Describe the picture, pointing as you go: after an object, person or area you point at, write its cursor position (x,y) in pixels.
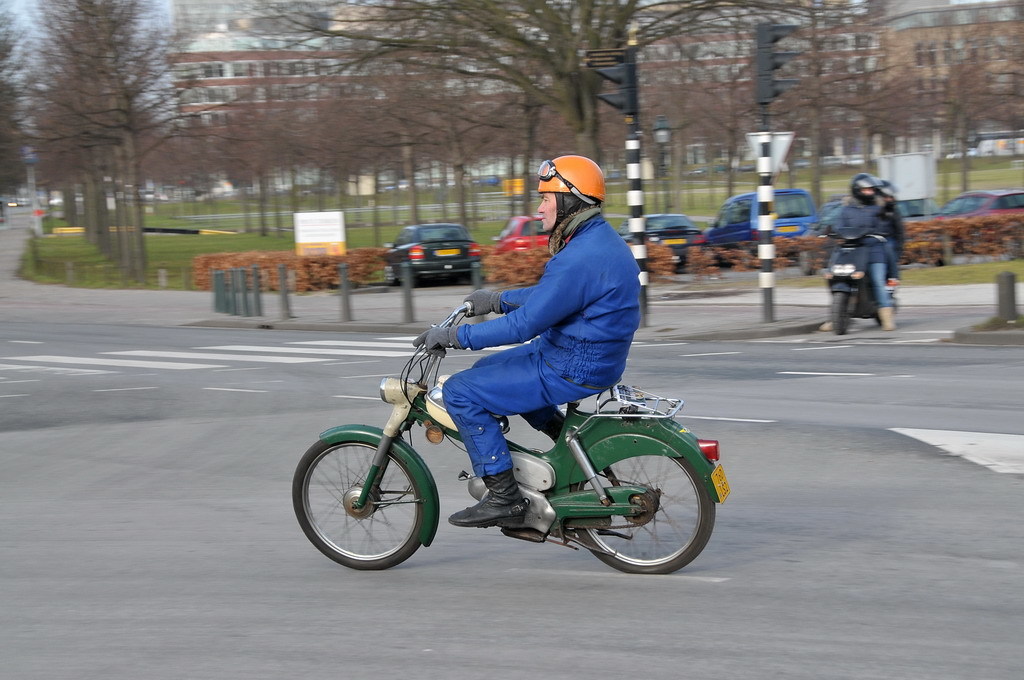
This image consists of a person (519,324) riding a vehicle (514,443). He is wearing a blue dress (483,371). At the bottom (227,637), there is a road (832,421). In the background (496,249), we can see many cars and small plants (695,250) along with the trees (966,167). On the right (869,243), there are two persons (889,224) sitting on a bike (861,284). In the background (231,80), there is a building (267,106).
